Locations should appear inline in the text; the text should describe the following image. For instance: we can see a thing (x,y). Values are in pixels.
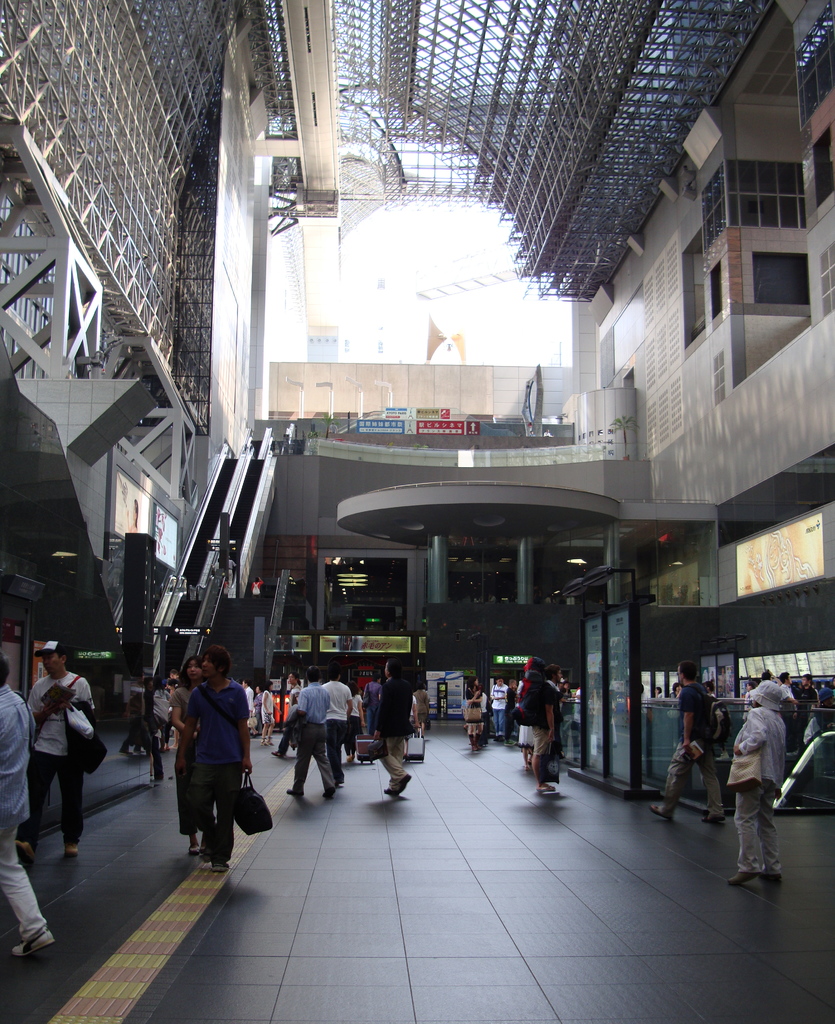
In this image I can see inside view of a building (571,568) and in the centre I can see number of people (555,665) are standing on the floor (740,1013). In the background (744,674) I can see few boards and on it I can see something is written.
